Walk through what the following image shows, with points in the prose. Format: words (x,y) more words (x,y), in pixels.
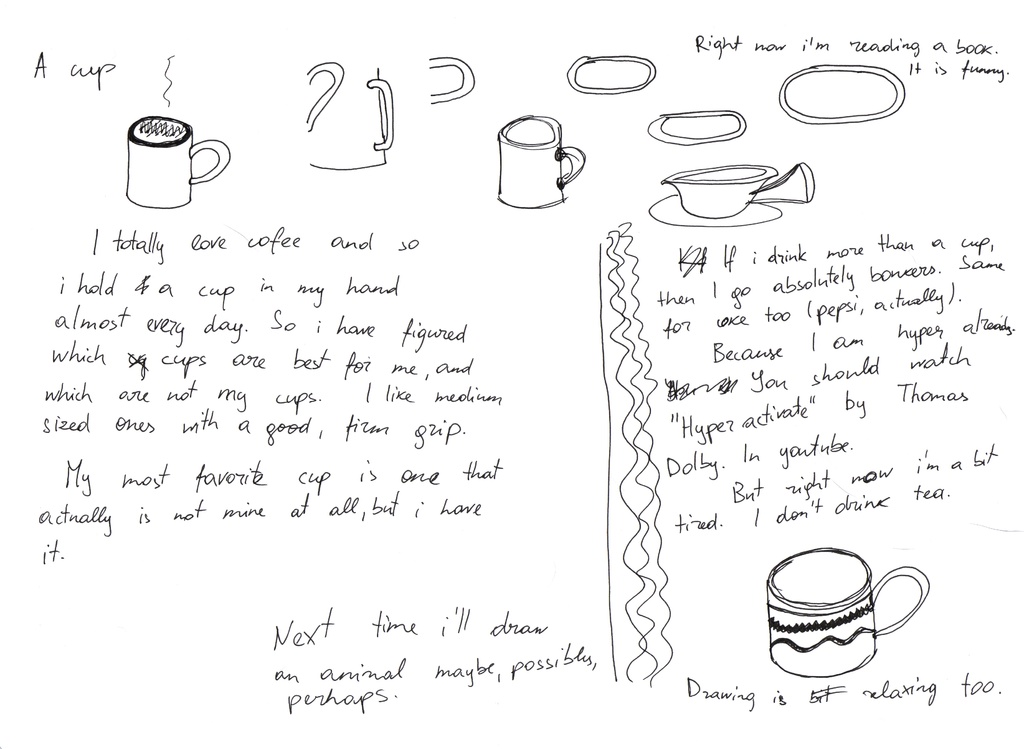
In the image there is pencil art (684,138) of coffee mugs (835,625) and text (54,514) below it.
